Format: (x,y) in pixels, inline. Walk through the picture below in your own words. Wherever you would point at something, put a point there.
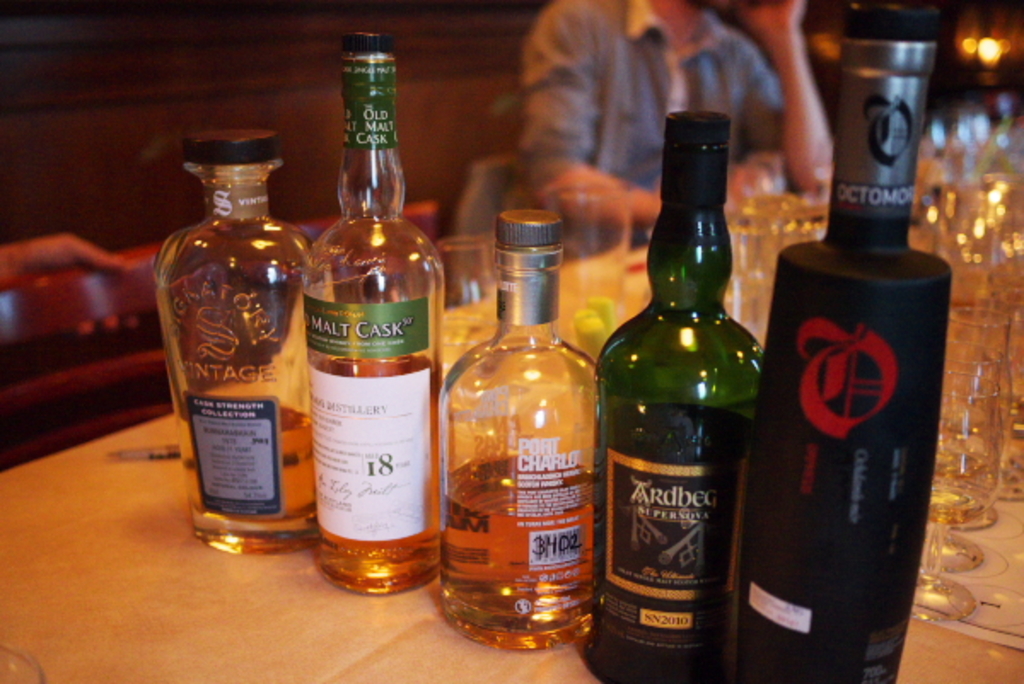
Here we can see different bottles of whisky (170,244) placed on a table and behind that we can see number of glasses (947,238) placed and we can see a person (561,37) sitting on a chair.
